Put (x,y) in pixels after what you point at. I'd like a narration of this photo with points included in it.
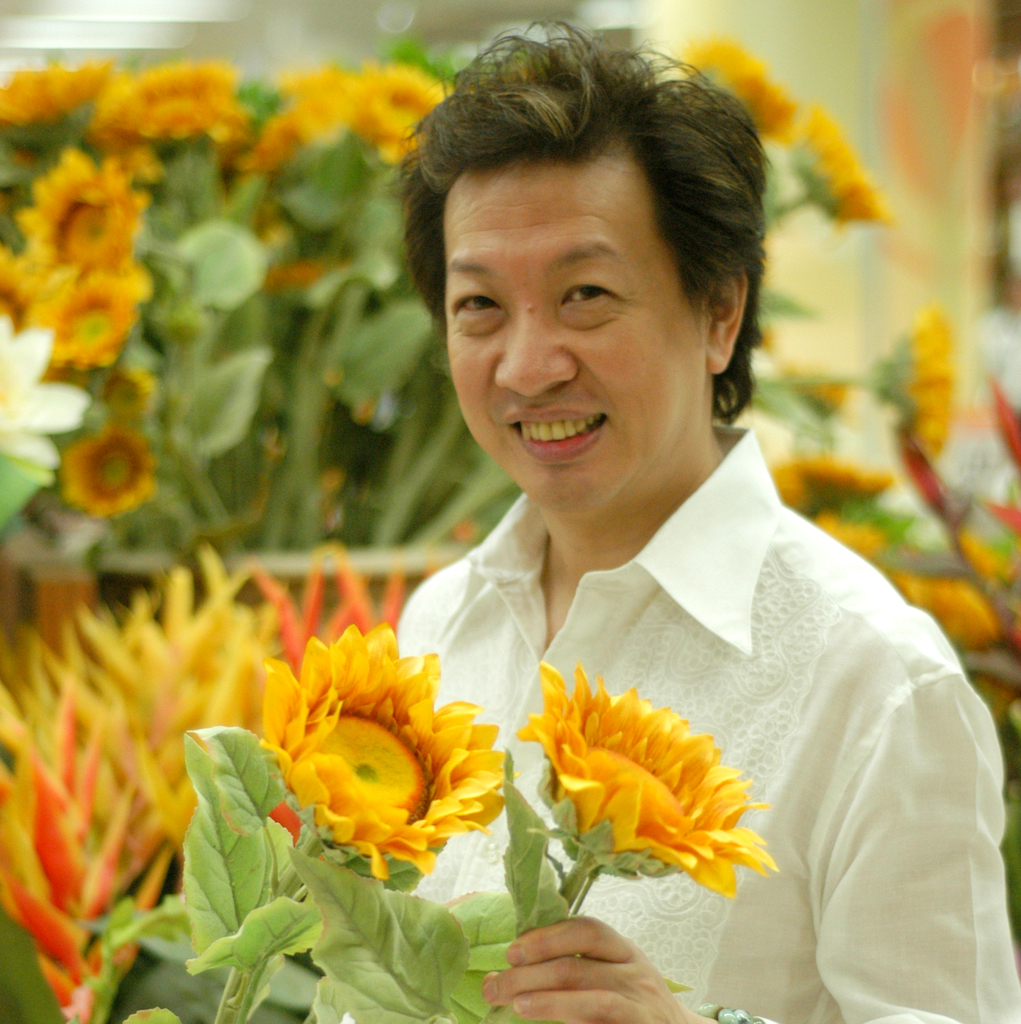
In the image there is a man (835,845) with white shirt (782,699) is standing and he is smiling. And he is holding the yellow flowers (588,768) with leaves (416,959). Behind him there are many yellow flowers (62,710) with leaves (387,354).
